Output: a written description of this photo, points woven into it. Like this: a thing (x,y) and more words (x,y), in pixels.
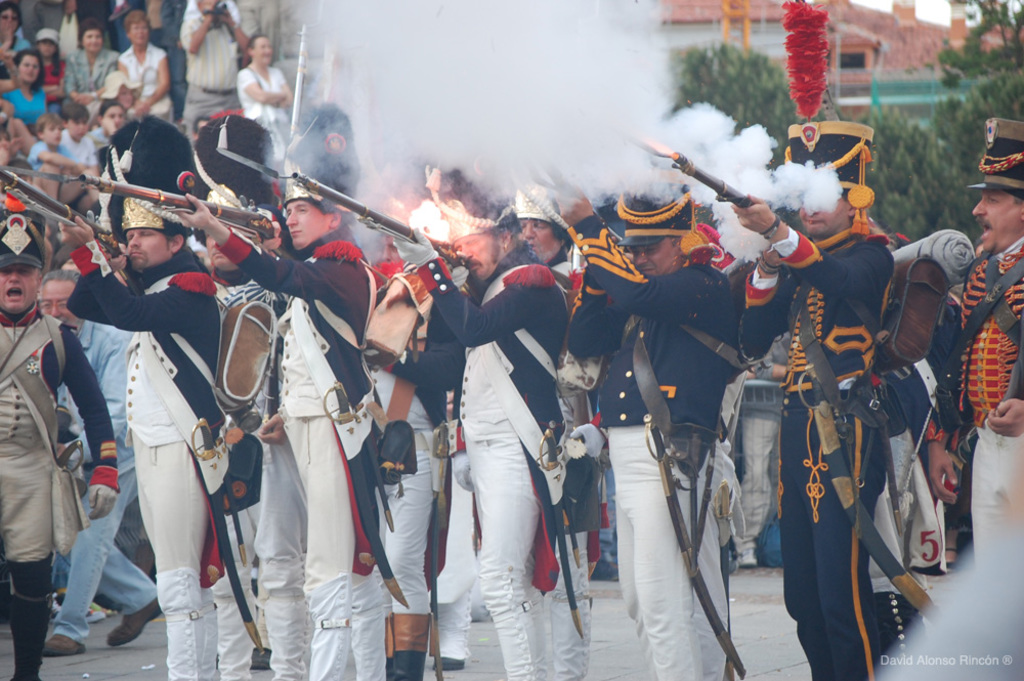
There are many people (500,379) wearing caps (862,209) and swords (844,498). They are holding guns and shooting. There is smoke (489,136). In the background (157,28) there are many people (193,28). Also there are trees (945,119). And few are wearing bags (399,311).
